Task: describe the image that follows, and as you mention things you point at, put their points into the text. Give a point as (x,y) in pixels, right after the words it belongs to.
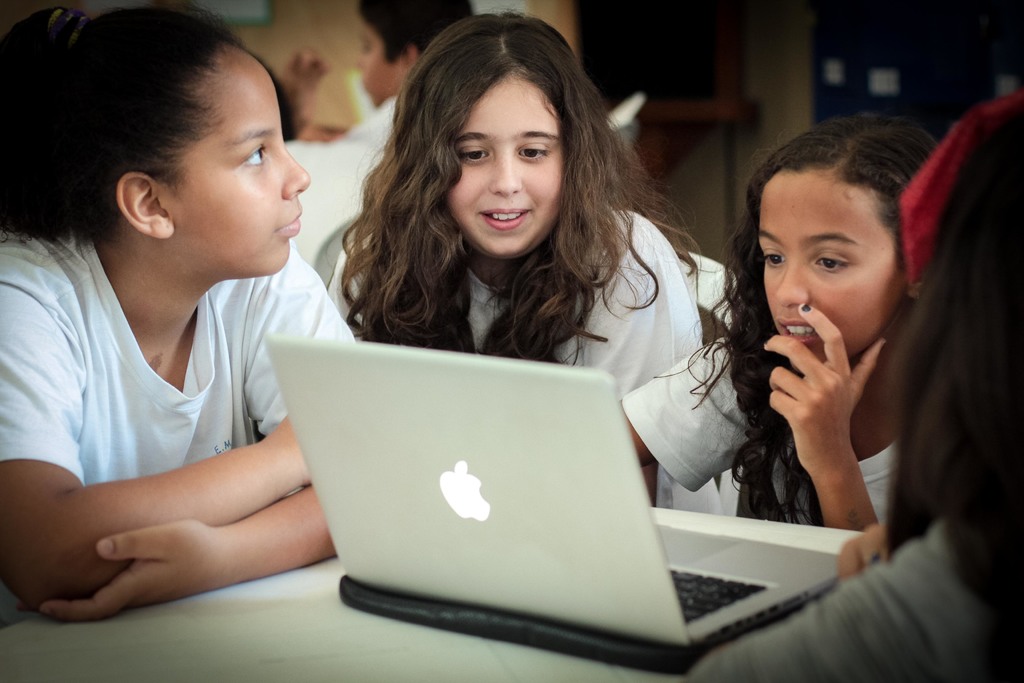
In this image there are a few kids (393,309) watching something on the laptop (497,358).
